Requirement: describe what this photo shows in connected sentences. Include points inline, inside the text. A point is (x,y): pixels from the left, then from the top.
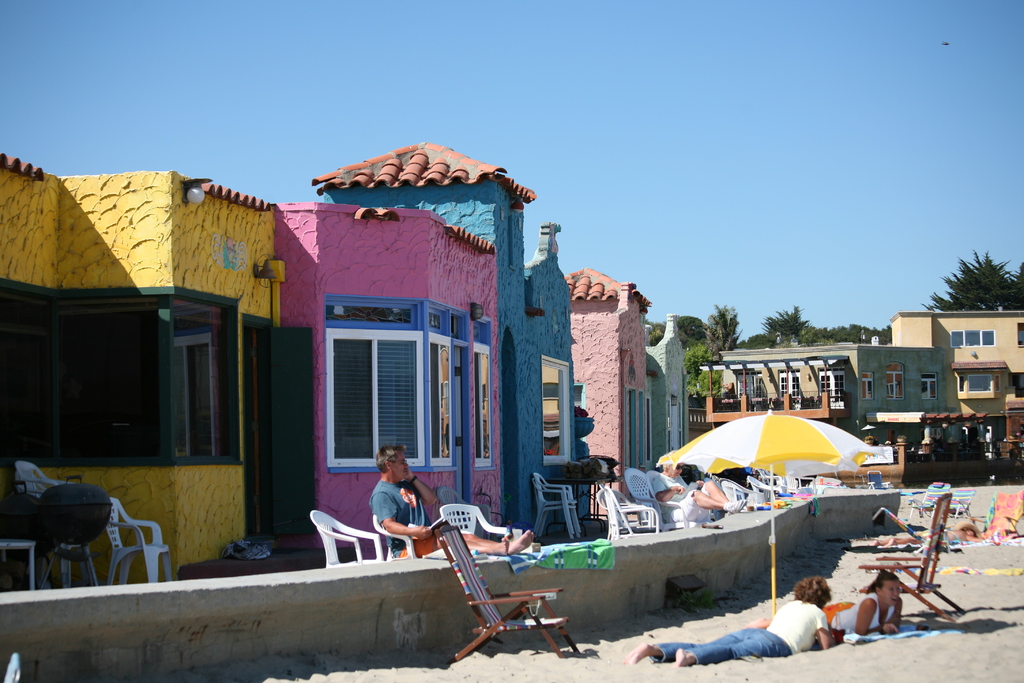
There are some persons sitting on the chairs (360,535) and some persons (748,650) are lying at the bottom of this image (795,628). There is an umbrella (784,460) on the right side of this image (753,461). There are some trees (725,328) beside to the building (809,349) on the right side of this image (714,336). There is a blue sky (833,323) at the top of this image (610,138).
